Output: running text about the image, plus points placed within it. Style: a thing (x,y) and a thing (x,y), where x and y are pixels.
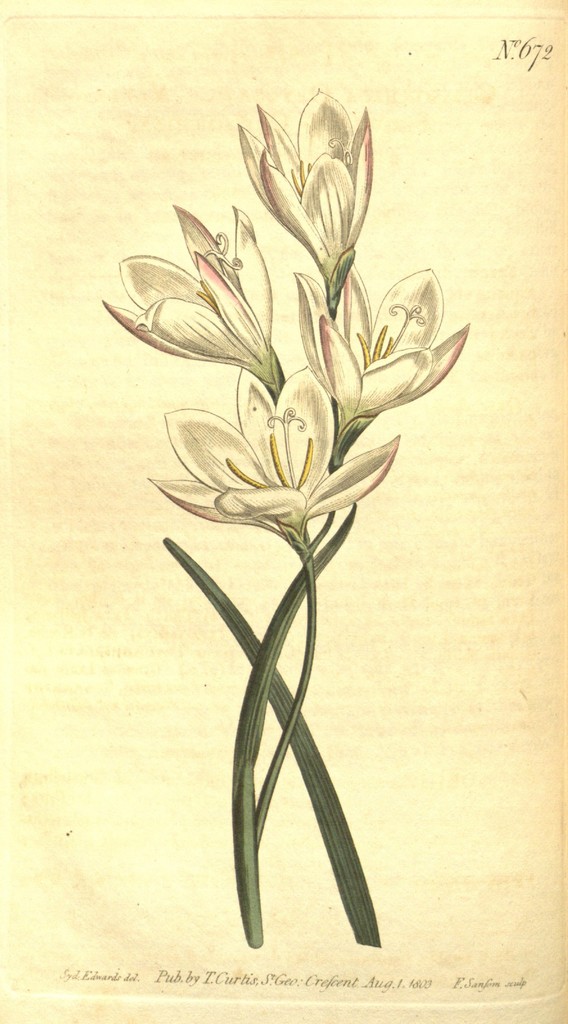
In this image, we can see a painting (240,350) of some flowers (204,494) and in the background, there is some text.
